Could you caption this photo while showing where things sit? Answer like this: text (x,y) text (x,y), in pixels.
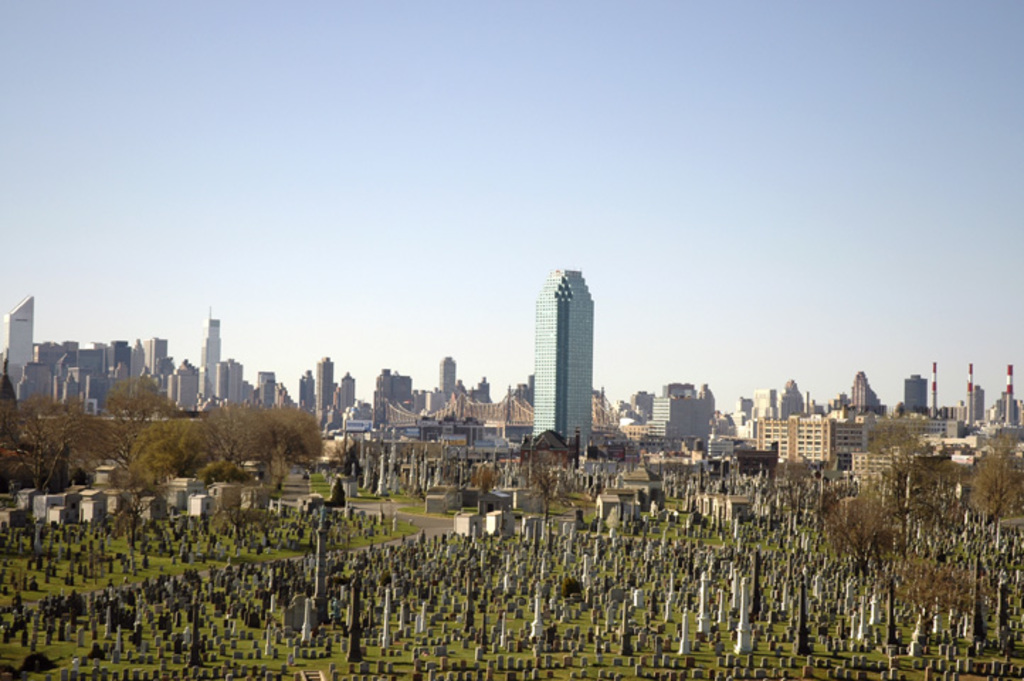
In this picture we can see graves (741,609) on the ground (303,480) and in the background (999,396) we can see buildings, trees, sky (47,284).
